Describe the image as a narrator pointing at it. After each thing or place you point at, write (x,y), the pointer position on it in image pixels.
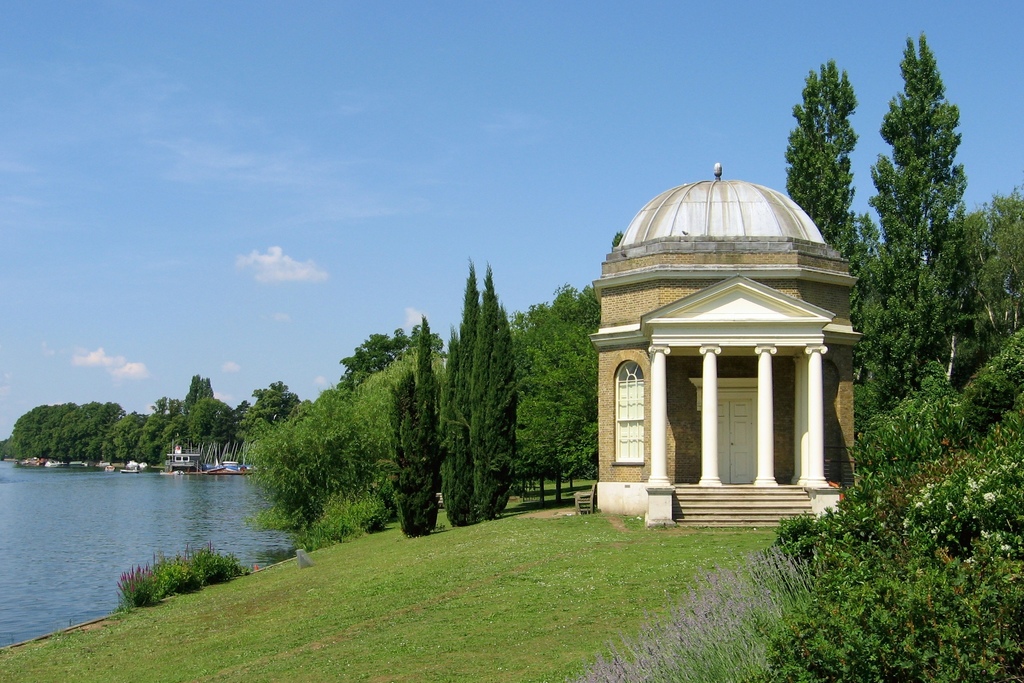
In the center of the image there is a house (733,180). At the background of the image (538,344) there are trees (479,427). At the bottom of the image (431,559) there is grass (315,619). At the left side of the image (98,536) there is water (52,557).
